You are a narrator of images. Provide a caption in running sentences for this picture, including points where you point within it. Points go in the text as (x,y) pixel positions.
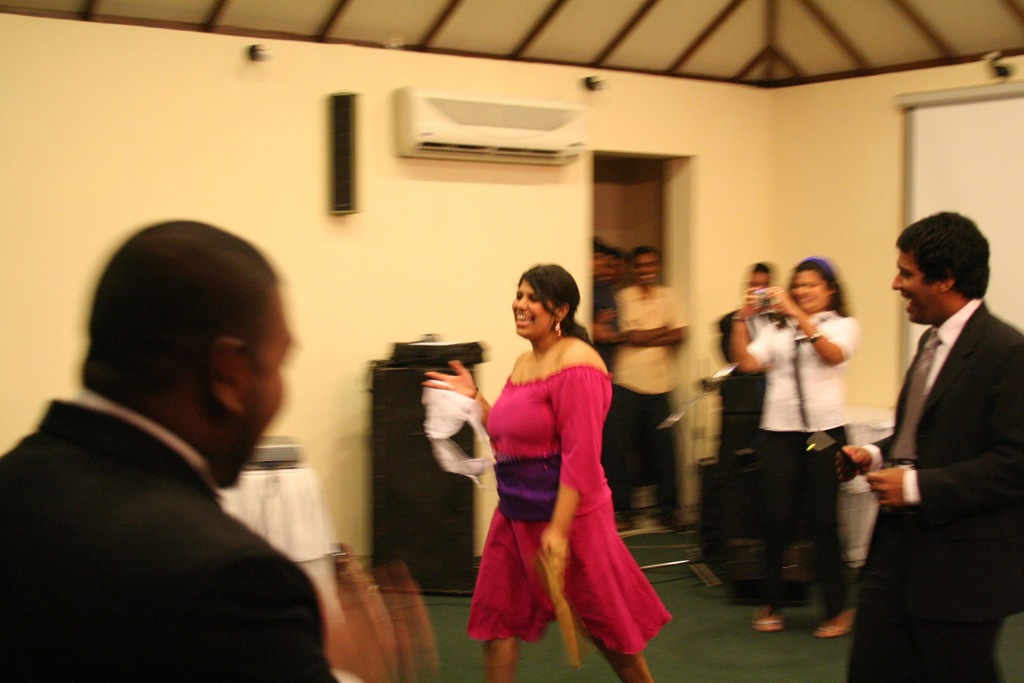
In this image we can see people (938,550). Air Conditioner (470,95) and screen (946,183) is on the wall (516,224). In-front of this wall (487,191) there is a speaker (402,548), table (276,474) and things (803,558). One woman (785,325) is holding an object (768,295). Floor (709,594) with carpet (707,642).
